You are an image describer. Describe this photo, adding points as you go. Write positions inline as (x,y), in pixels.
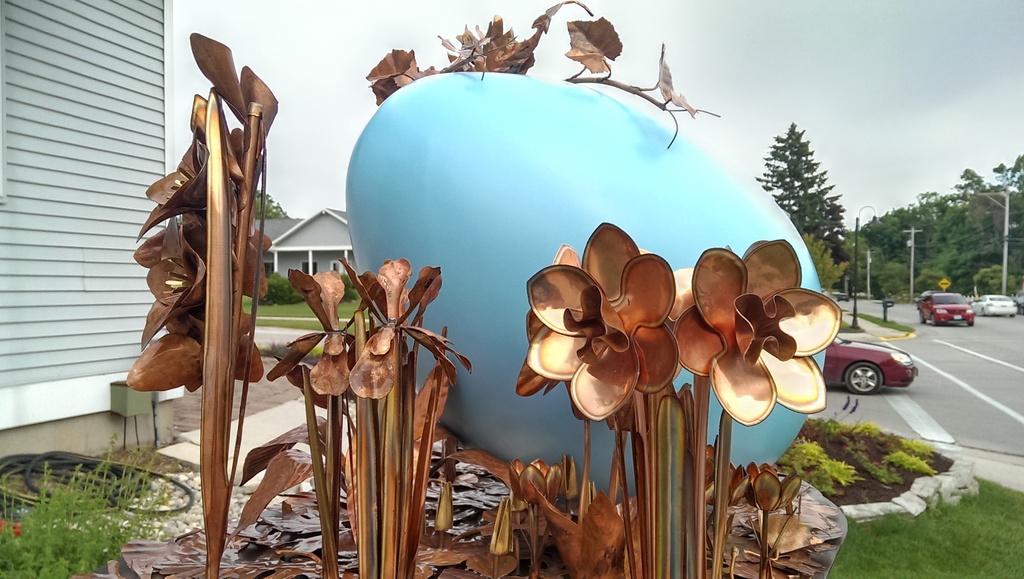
In this picture there are sculptures (730,536) of plants (474,449) and there is an egg (527,221). At the back (58,248) there is a building (67,267) and trees (1000,226). On the right side of the image (1017,303) there are vehicles (991,312) on the road (1016,318) and there are street lights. At the top (902,55) there is sky (905,33). At the bottom (974,417) there is a road (924,379) and there is grass (969,548) and there are plants (22,553) and stones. At the bottom left (162,536) there is a pipe (98,461) and there are pebbles (201,517).
